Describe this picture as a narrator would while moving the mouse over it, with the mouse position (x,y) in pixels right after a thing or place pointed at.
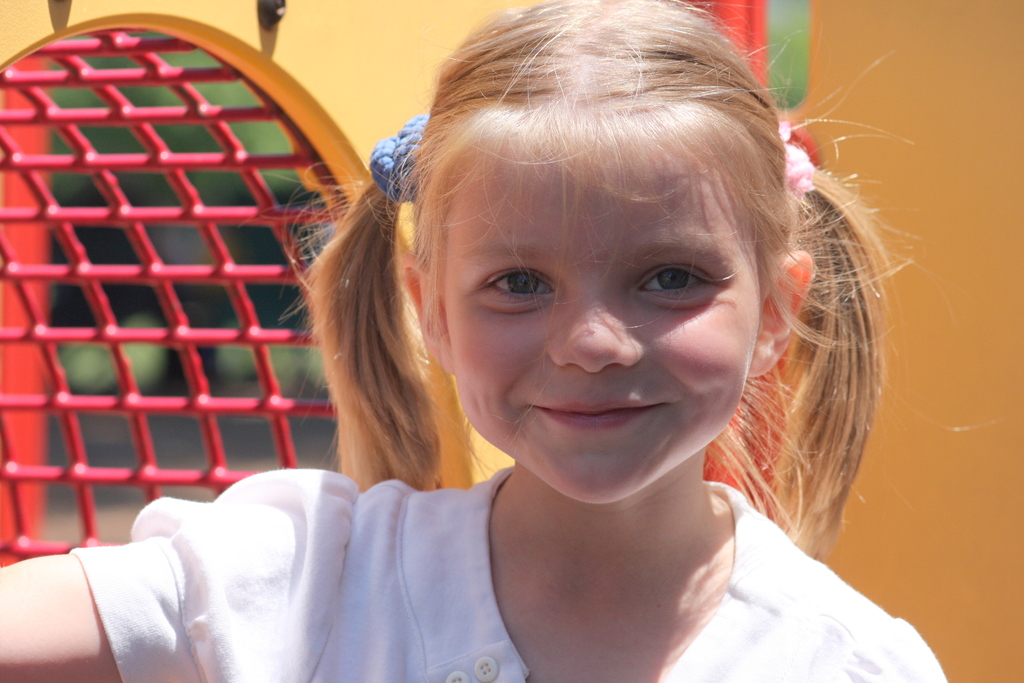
In the center of the image (663,441) we can see one girl (650,542) smiling, which we can see on her face (549,383). In the background (892,43) there is a wall (897,68), red color net object (136,276) and a few other objects (134,290).
